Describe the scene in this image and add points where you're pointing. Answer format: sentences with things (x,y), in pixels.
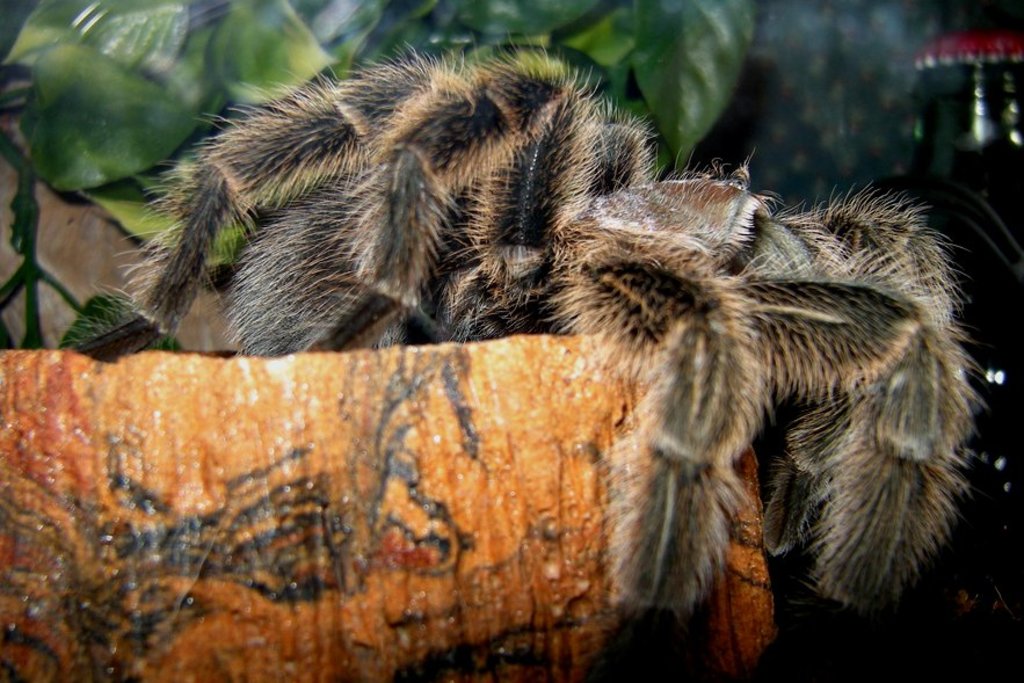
Here we can see spider (577,297) on this orange object (291,479). Background (676,69) there are green leaves (667,55) and bottle (986,122).
